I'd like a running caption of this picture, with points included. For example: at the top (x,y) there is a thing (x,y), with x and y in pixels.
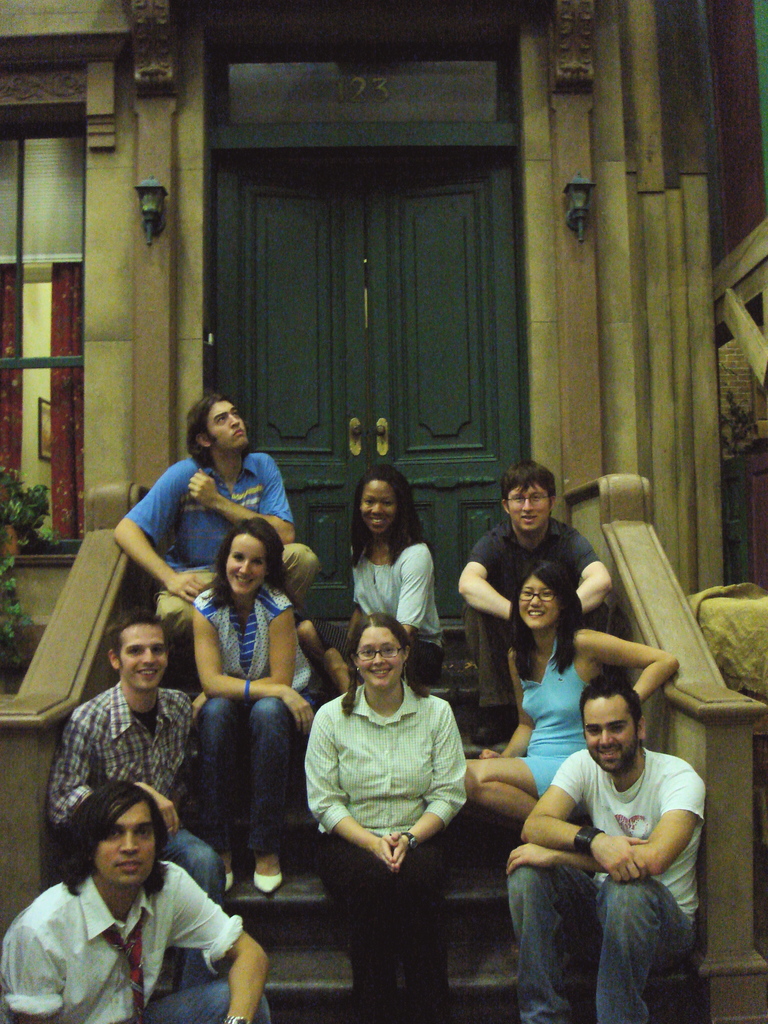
In this image we can see a group of people (412,756) sitting on a staircase (293,857). One person (172,891) with long hair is wearing a white shirt (113,971) and a tie (135,962). One person (207,560) wearing blue t shirt (222,528). In the background (465,410), we can see doors (373,434) and curtains (60,348) and set of lights (145,211).
